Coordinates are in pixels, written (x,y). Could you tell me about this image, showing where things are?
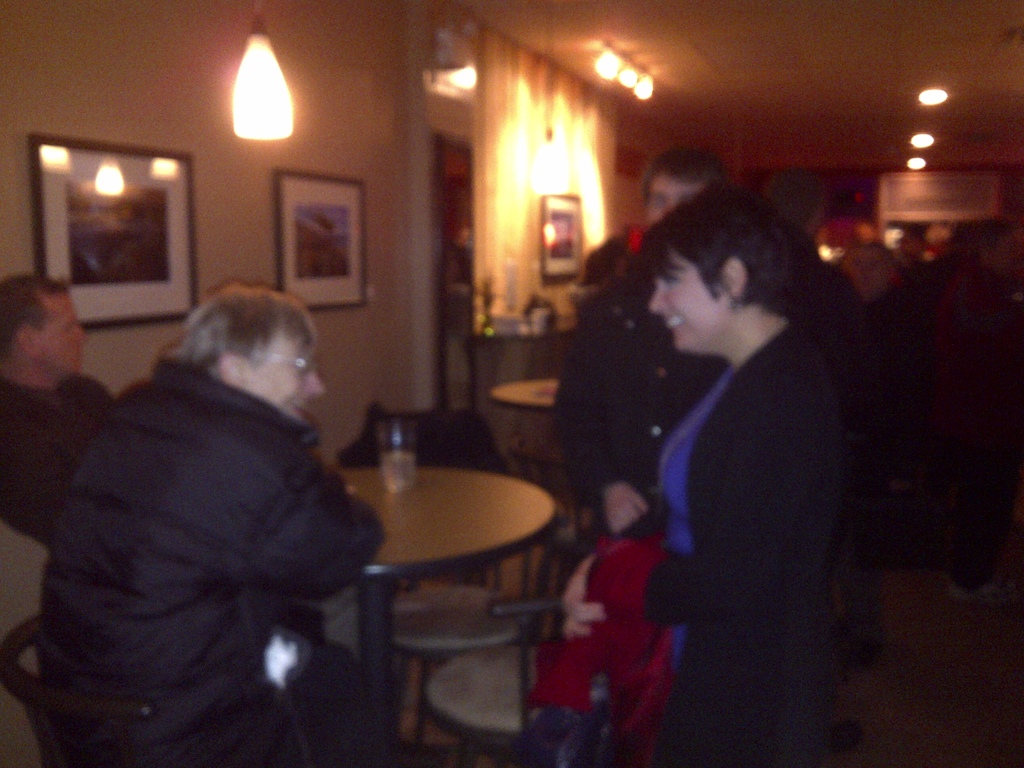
The picture looks like it is clicked inside the restaurant (860,82). There are many people (187,460) in the image, some are standing and two (113,494) are sitting. To the right (705,484) there is a woman (705,484) who is wearing a black jacket (741,432) and laughing. To the left (164,147) there is a wall (198,262) on which there are two frames (68,145) and a lamp (252,99) hanging near the wall (312,60). And to the top (855,65) there is a roof (835,67) with the lights (936,100).
